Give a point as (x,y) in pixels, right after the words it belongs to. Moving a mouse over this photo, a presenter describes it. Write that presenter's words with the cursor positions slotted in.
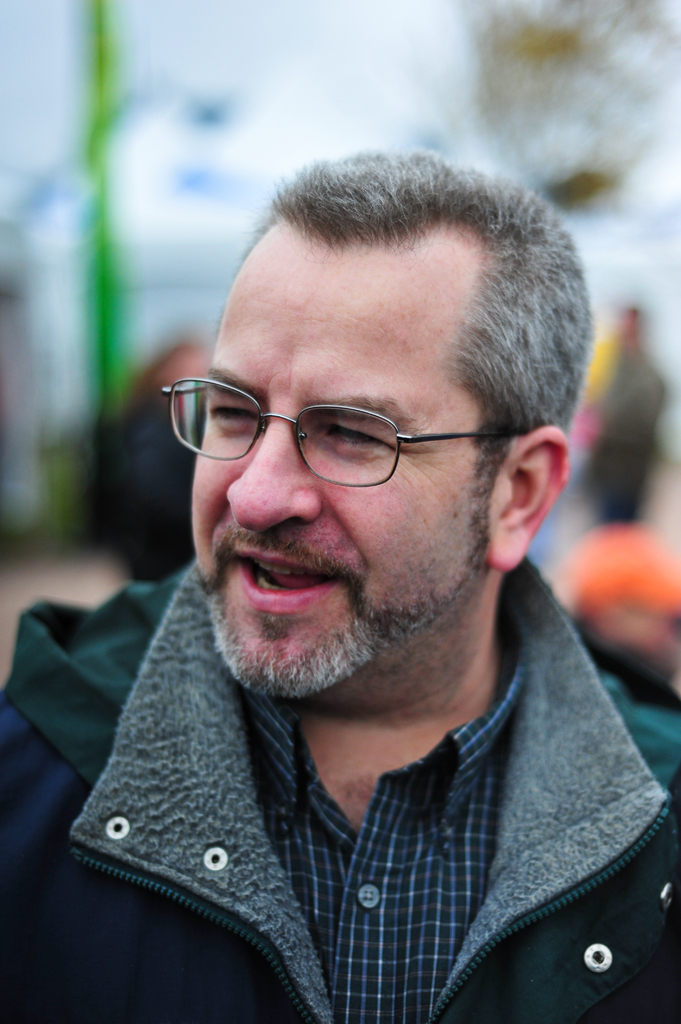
In this image we can see a person (260,621) There are few people (598,535) behind a person (427,406). There is a blur background (563,117) in the image.
